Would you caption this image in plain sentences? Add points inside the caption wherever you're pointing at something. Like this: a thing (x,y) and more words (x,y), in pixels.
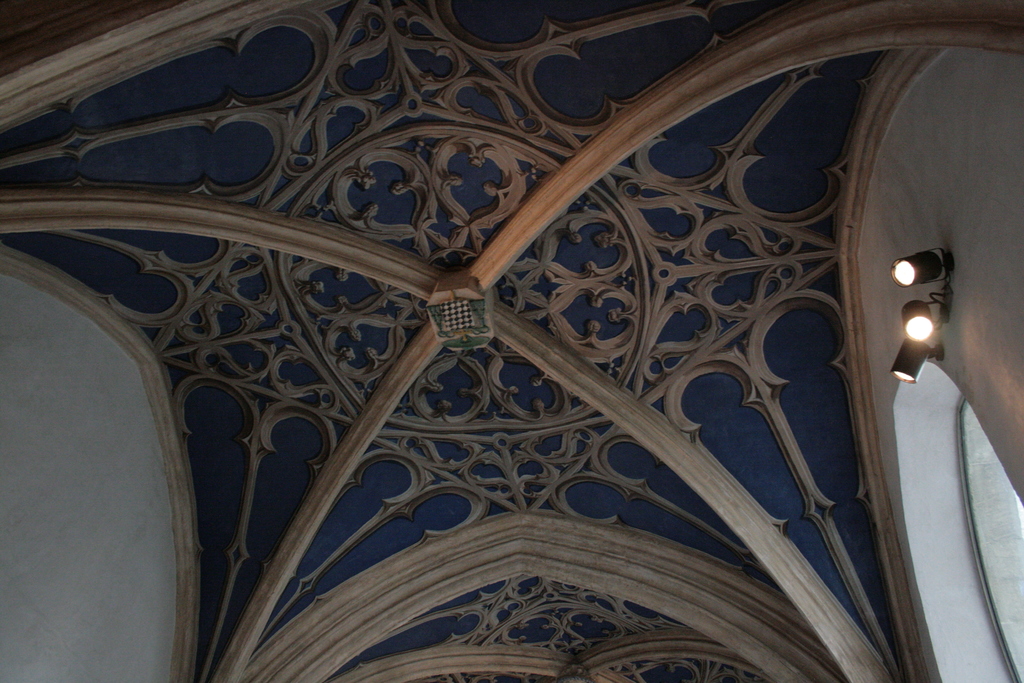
In this picture we can see three lights (905,258), window (974,465) and a design roof (541,429).
